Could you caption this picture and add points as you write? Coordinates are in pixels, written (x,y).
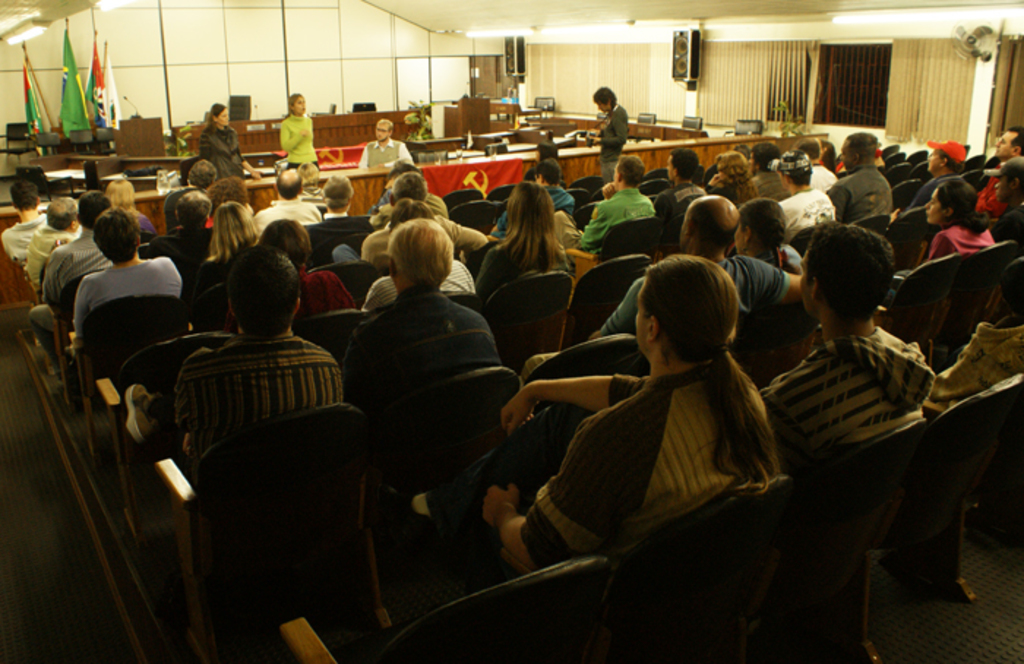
In this image I can see group of people (641,460) sitting, background I can see few people (291,119) standing. In front the person (297,141) is wearing green color shirt (298,154) and I can also see few flags (104,100) in multicolor, few objects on the table (582,147). I can also see few lights (597,27).
